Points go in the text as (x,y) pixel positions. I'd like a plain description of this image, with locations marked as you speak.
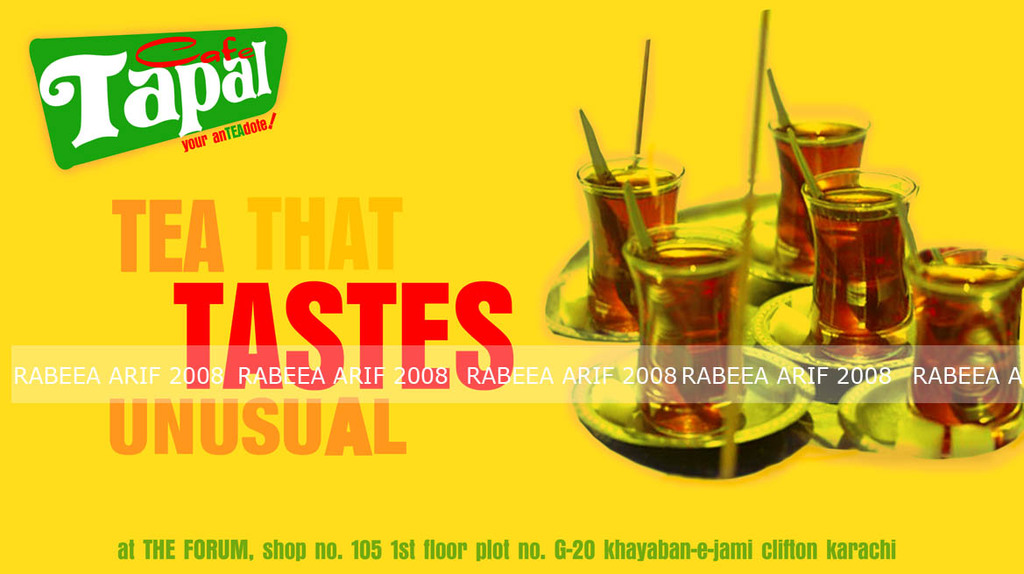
In this image, we can see yellow poster (974,537), on that poster (718,450) we can see some glasses (917,337) and some text (510,317).
